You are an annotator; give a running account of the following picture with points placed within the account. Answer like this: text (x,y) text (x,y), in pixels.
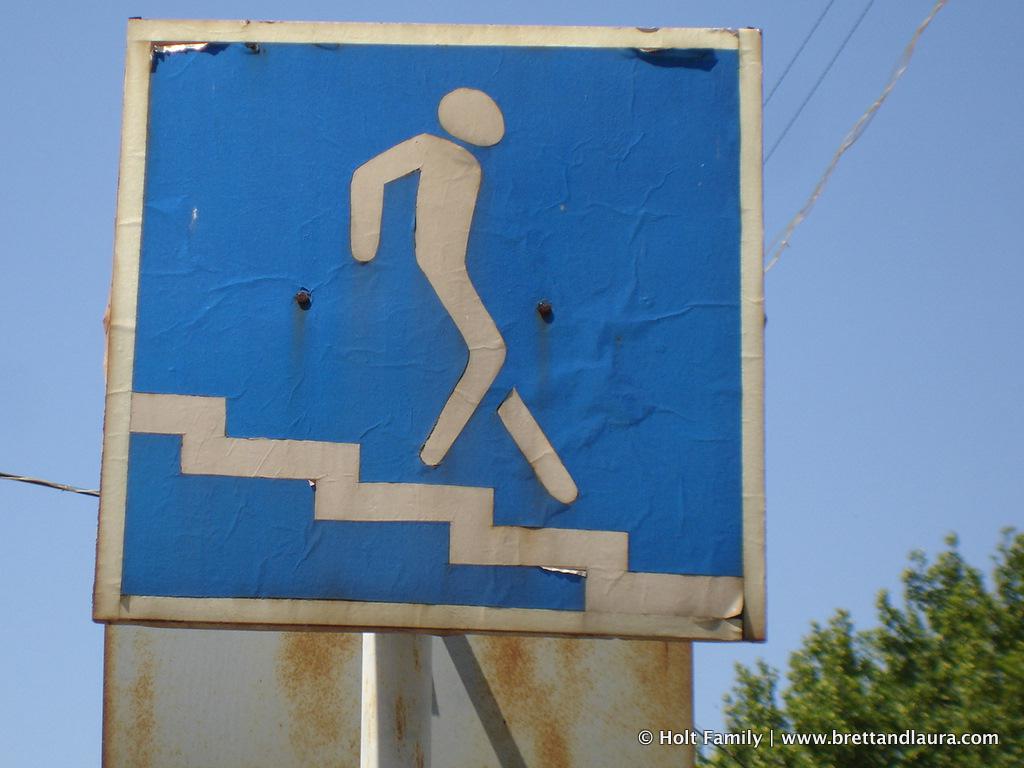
In this picture I can see there is a precaution board (456,575), it is in blue and white color. There is something written at the right bottom of the image (952,748) and there are trees (813,752) and the sky (868,314) is clear.
